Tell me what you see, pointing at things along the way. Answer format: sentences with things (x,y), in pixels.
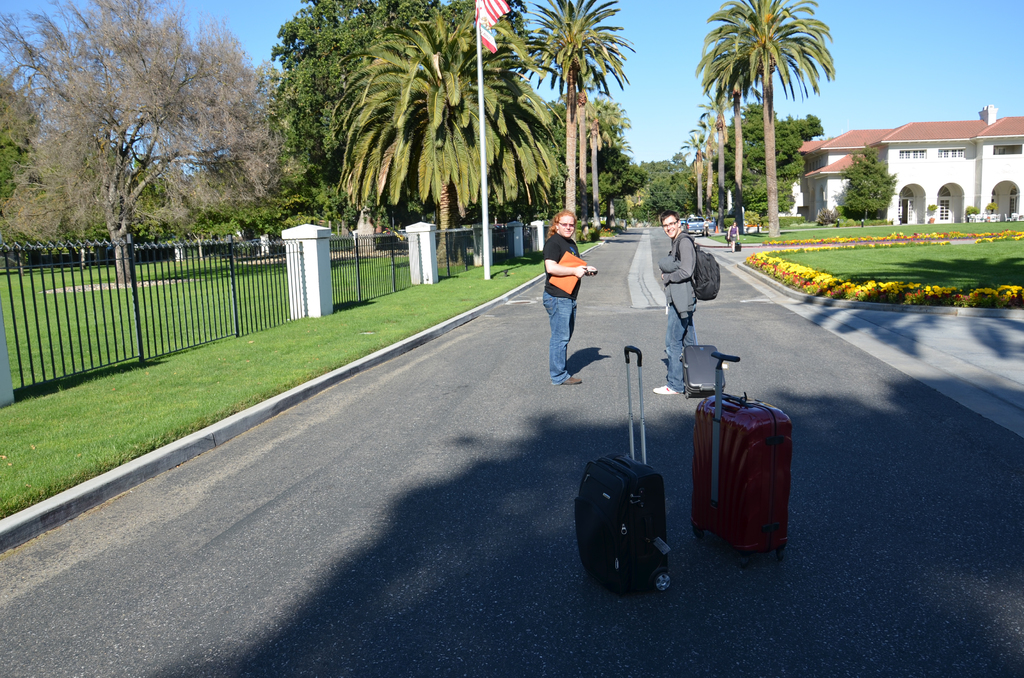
In the image there are two person (559,300) stood on road (622,378) and luggages (643,464) in front of them. On either sides on road (447,376) there is garden (334,330) and there is flag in middle of the garden (465,276). On right side (903,164) there is home (908,158) and above its sky (672,31) crystal clear.
